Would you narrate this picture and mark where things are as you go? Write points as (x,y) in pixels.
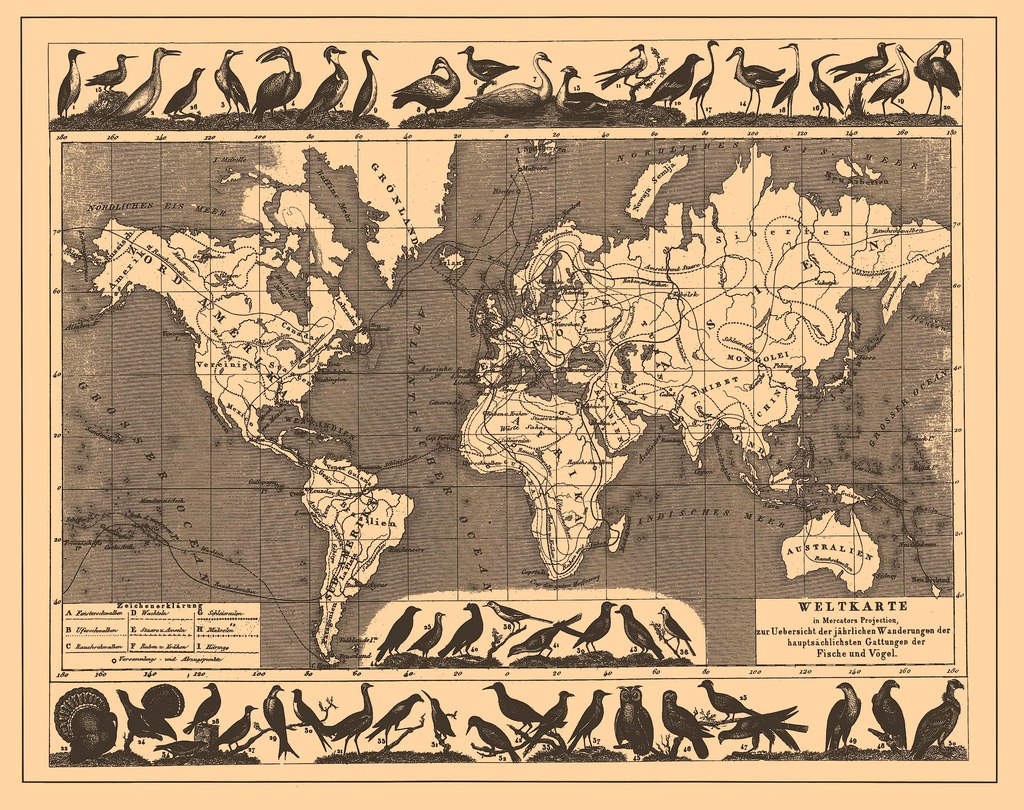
In this picture we can see a poster (506,461), on this poster (506,461) we can see birds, world map (633,464) and some text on it.
